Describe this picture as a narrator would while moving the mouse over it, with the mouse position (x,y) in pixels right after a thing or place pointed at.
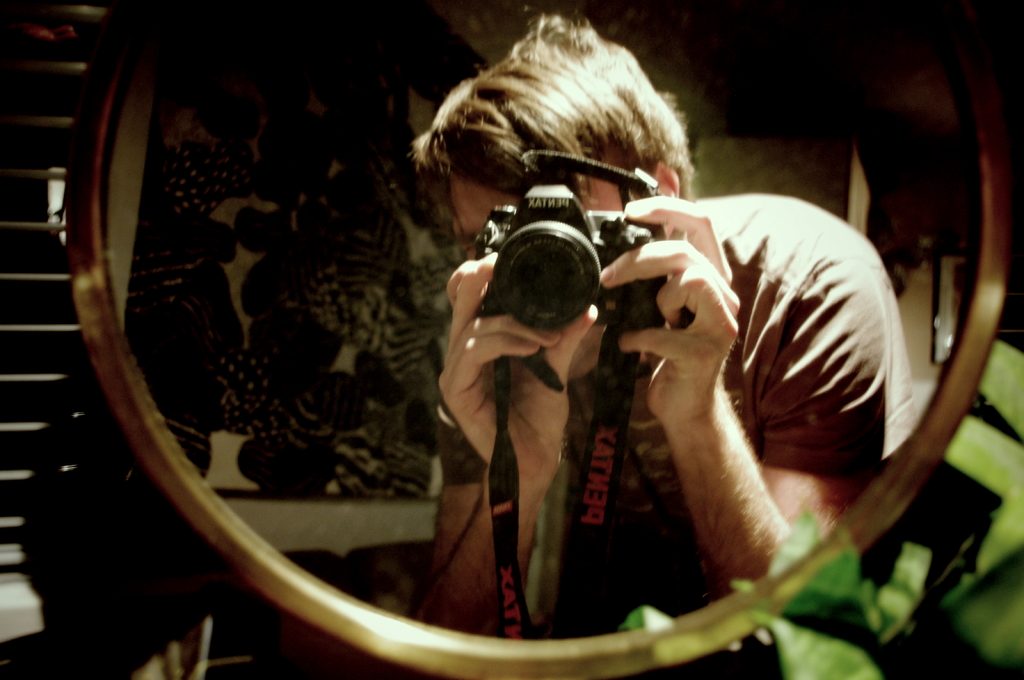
In this image we can see a person's reflection (697,340) in the mirror (436,297) by holding a camera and clicking a picture, on the left side of the image (54,333) there are window blinds (54,333), on the right side of the image (799,587) there are leaves (845,607), behind the person (703,427) there is a photo frame (941,312) on the wall (919,327).
